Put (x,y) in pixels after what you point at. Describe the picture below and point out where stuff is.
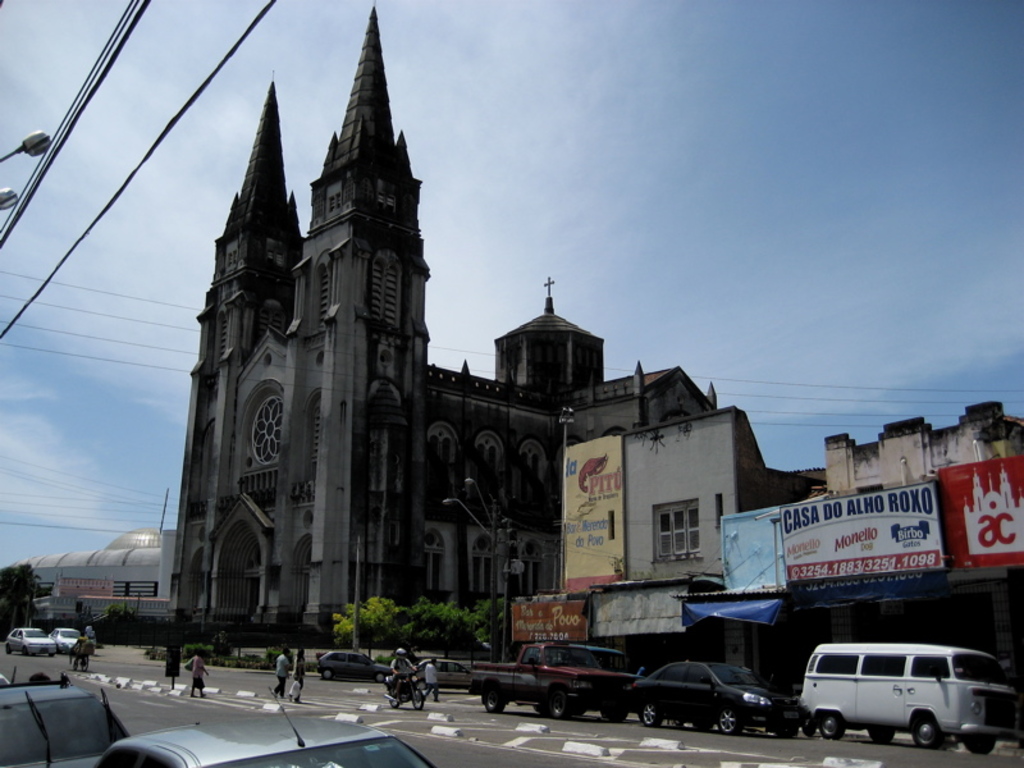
In this image we can see vehicles (477,685) and people (279,685) on the road (424,716). In the background (292,535), we can see buildings (320,534), trees (440,602) and banners (990,534). At the top of the image (549,37), we can see the sky (821,134). We can see street lights (0,200) and wires (98,215) on the left side of the image (64,256).
